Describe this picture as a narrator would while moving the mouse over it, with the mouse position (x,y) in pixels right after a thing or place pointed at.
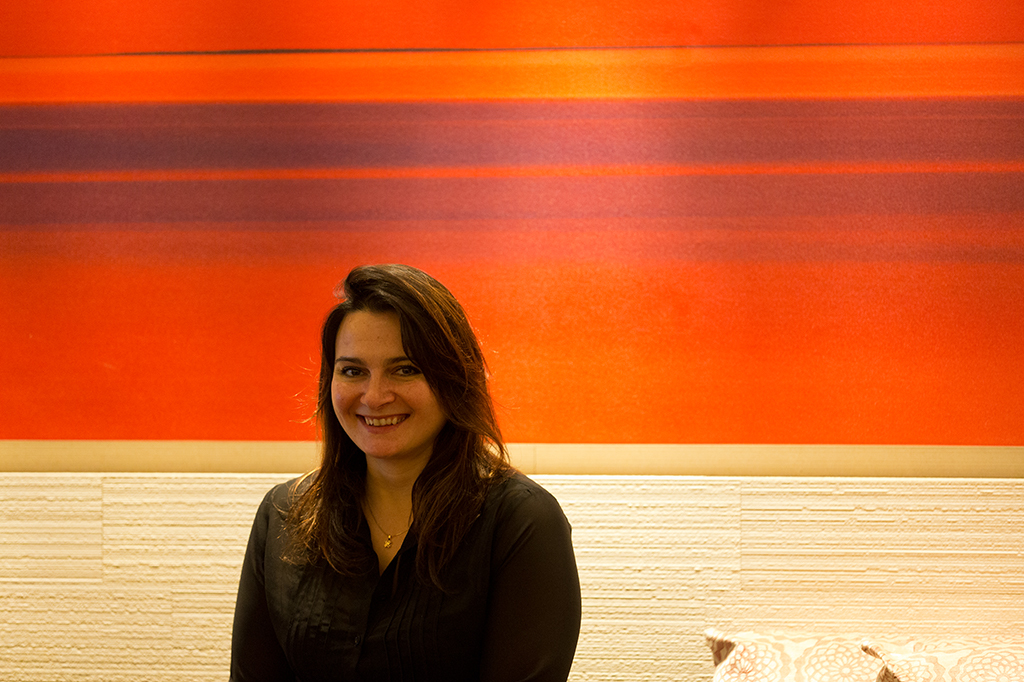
In the foreground of the picture (437,483) we can see a woman (365,528), she is smiling. Towards right (782,668) there are some objects (765,658). In the background (104,318) it is looking like a wall (665,161) which is in red color.
